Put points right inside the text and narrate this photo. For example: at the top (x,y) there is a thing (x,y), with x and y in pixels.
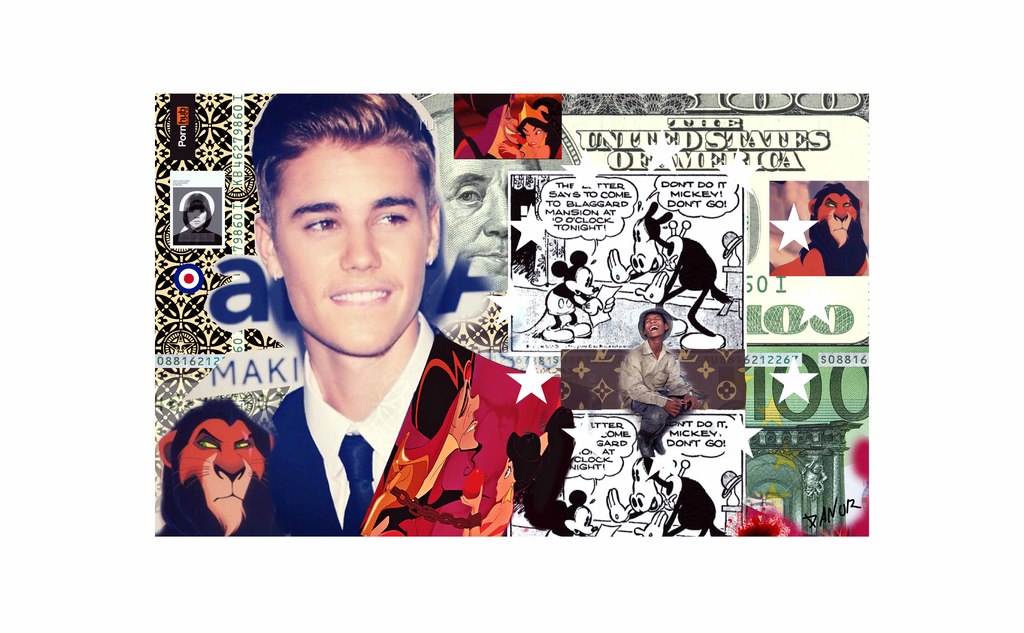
In this image we can see a man (428,326), he is wearing the suit (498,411), here is the poster (596,405), here are the cartoon images (454,480), and something matter written on it.
